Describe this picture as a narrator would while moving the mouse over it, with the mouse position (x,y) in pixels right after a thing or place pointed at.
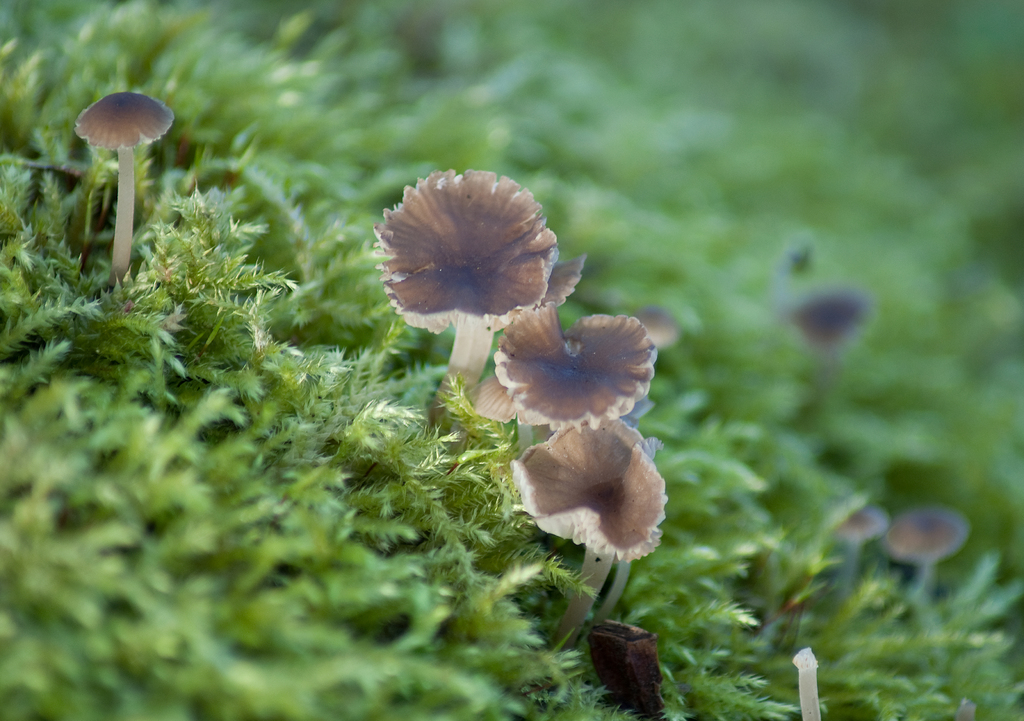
In the foreground of the picture (164,216) there are mushrooms (166,129) and grass (471,521). The background (799,129) is blurred. In the background (788,137) there are mushrooms (903,536) and there is greenery (710,153).
